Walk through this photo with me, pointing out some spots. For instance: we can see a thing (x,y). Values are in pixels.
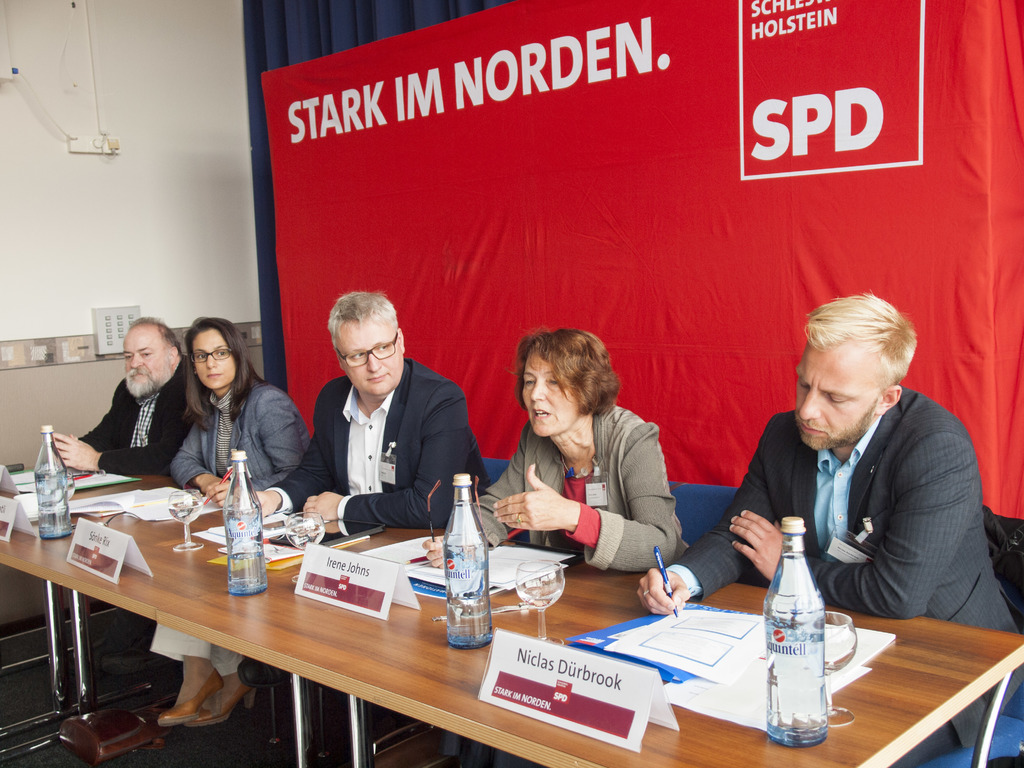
In the foreground (333,555), I can see five persons (420,384) are sitting on the chairs (709,508) in front of a table (556,604) on which papers (660,648), bottles (465,646), boards (329,558), glasses (537,601) are kept. In the background (773,390), I can see a wall (150,235), curtain (475,1) and text (428,85) on a cloth (731,239). This image taken, maybe in a hall (68,617).
